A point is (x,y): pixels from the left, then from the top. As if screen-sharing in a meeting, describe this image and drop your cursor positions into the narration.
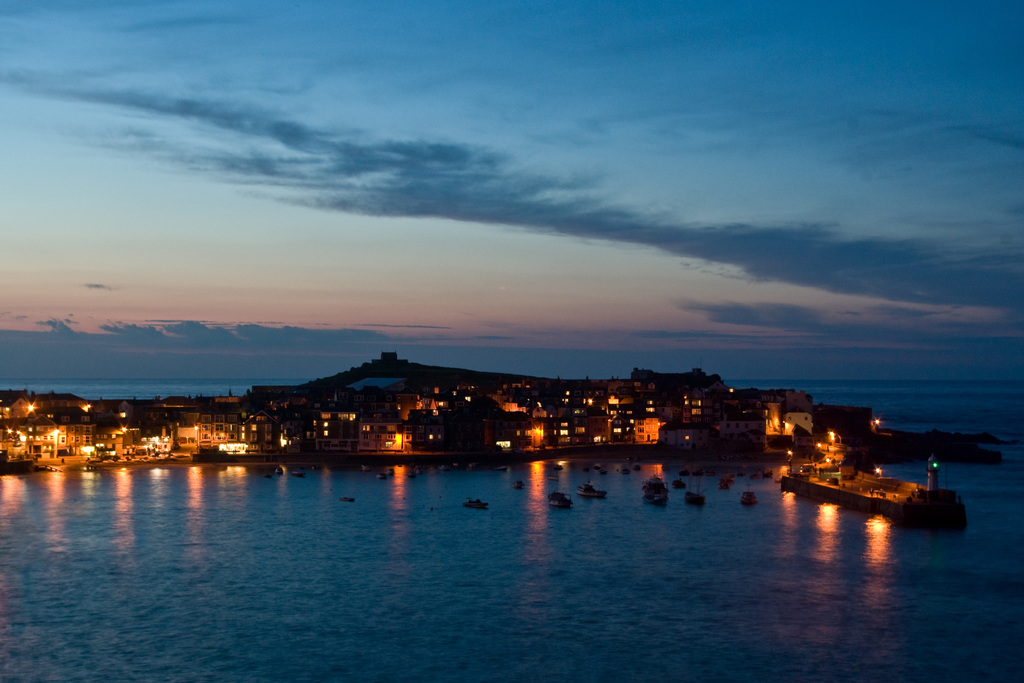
In this image I can see the sky (764,160) at the bottom (526,546) I can see lake (137,590), on the lake (147,596) i can see a boat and I can see building (222,416) in front of the lake (729,600). And I can see lights (169,447) visible in the middle (562,431).
